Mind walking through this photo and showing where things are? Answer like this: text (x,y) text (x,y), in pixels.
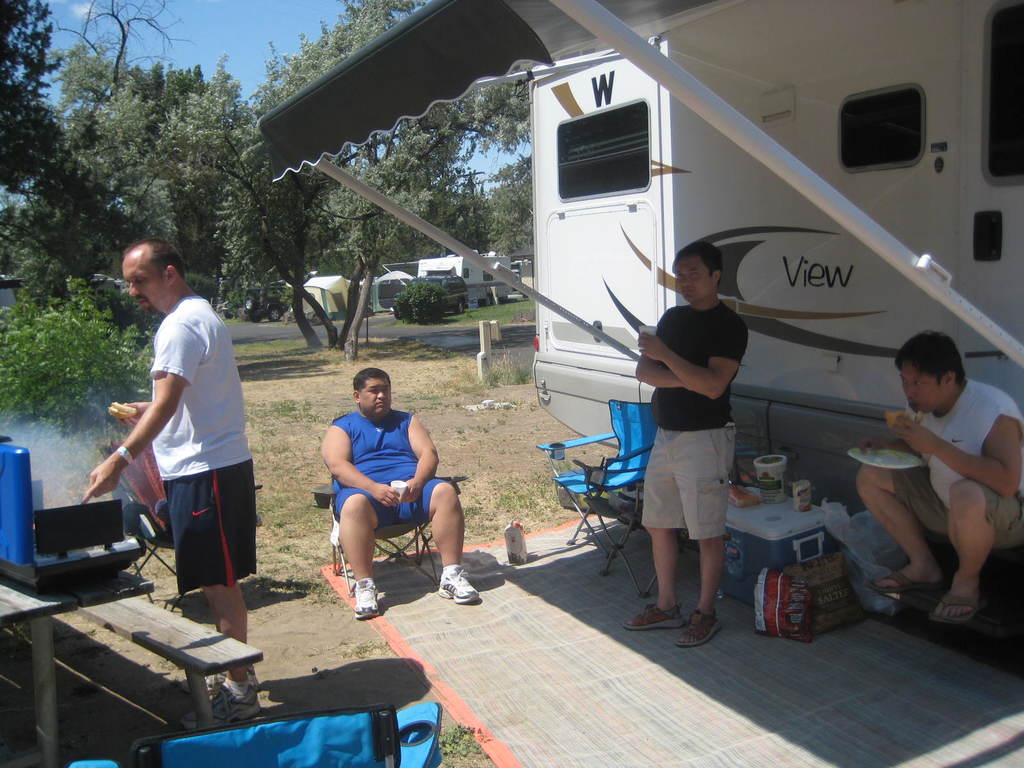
There is a man (230,603) on the left side of the image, it seems like he is grilling and there is a wooden bench (168,642) and a chair (272,726) in the bottom left side (273,742) and there is a man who is sitting on a chair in the center (354,449) and there are two men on the right side (705,500), there are some items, chair (567,489), roof (387,113) and vehicle (898,189) on the right side (917,197). There are trees (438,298), tents (341,306), vehicles (421,276) and sky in the background area (290,73).
